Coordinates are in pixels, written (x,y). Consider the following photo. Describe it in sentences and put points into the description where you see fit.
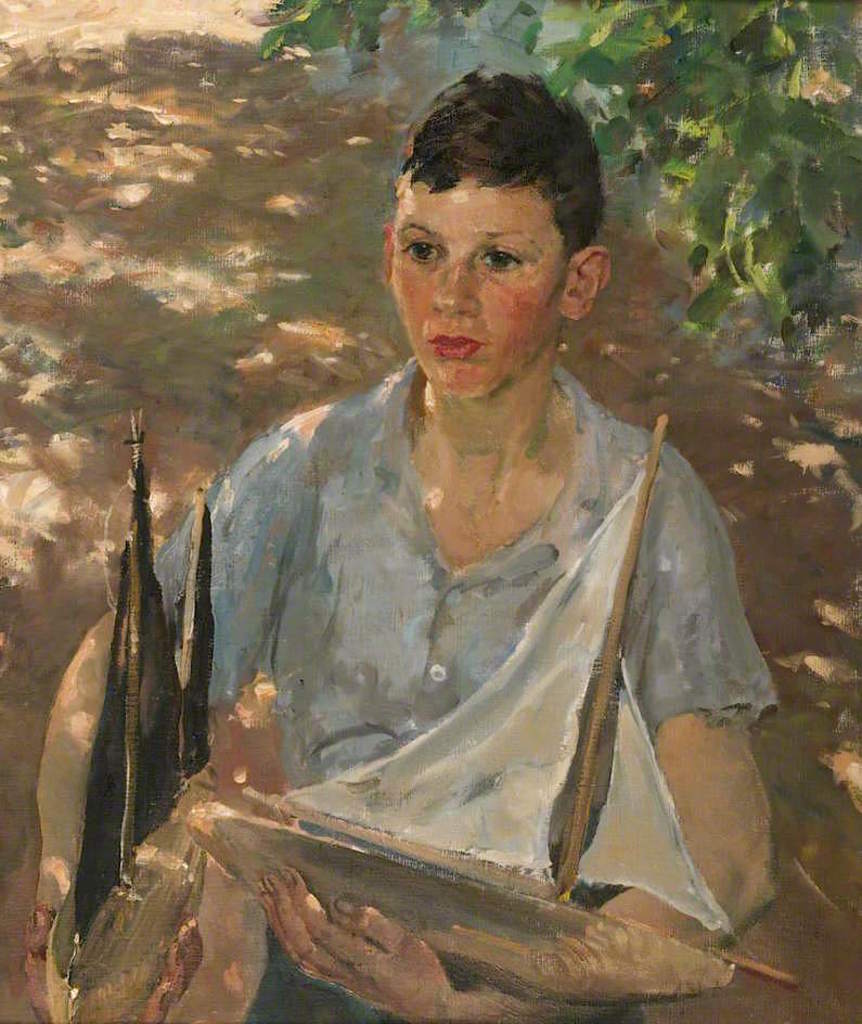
This is an oil painting in which in the front (438,607) there is a boy (398,665) holding an objects (204,845) in his hand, which are brown and white in colour. In the background (608,38) there are leaves (731,111).
